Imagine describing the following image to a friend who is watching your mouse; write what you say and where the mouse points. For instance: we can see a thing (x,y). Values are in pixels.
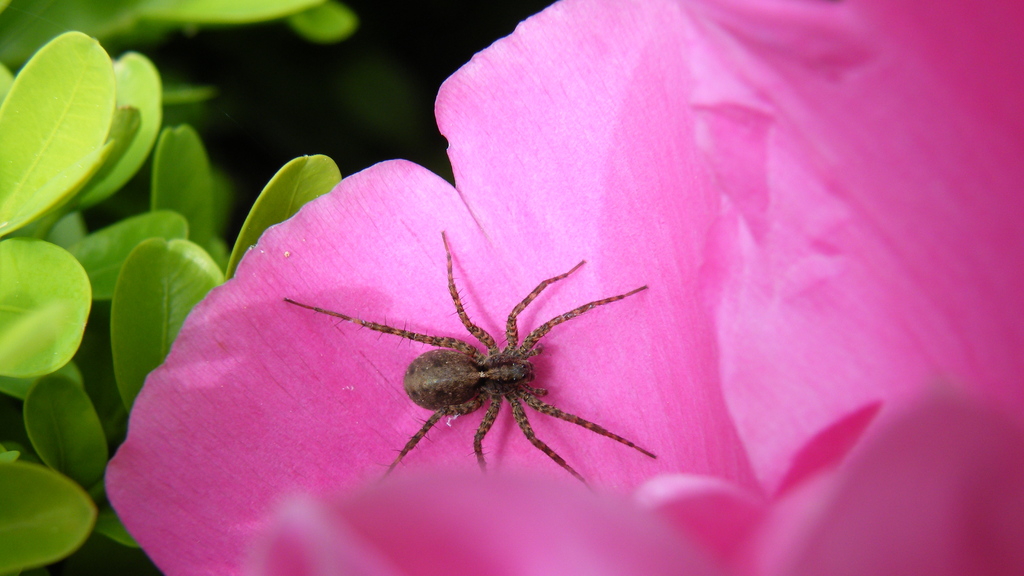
In this picture there is a spider (534,297) on pink color flower (630,416). On the left (12,359) we can see leaves (159,224).
